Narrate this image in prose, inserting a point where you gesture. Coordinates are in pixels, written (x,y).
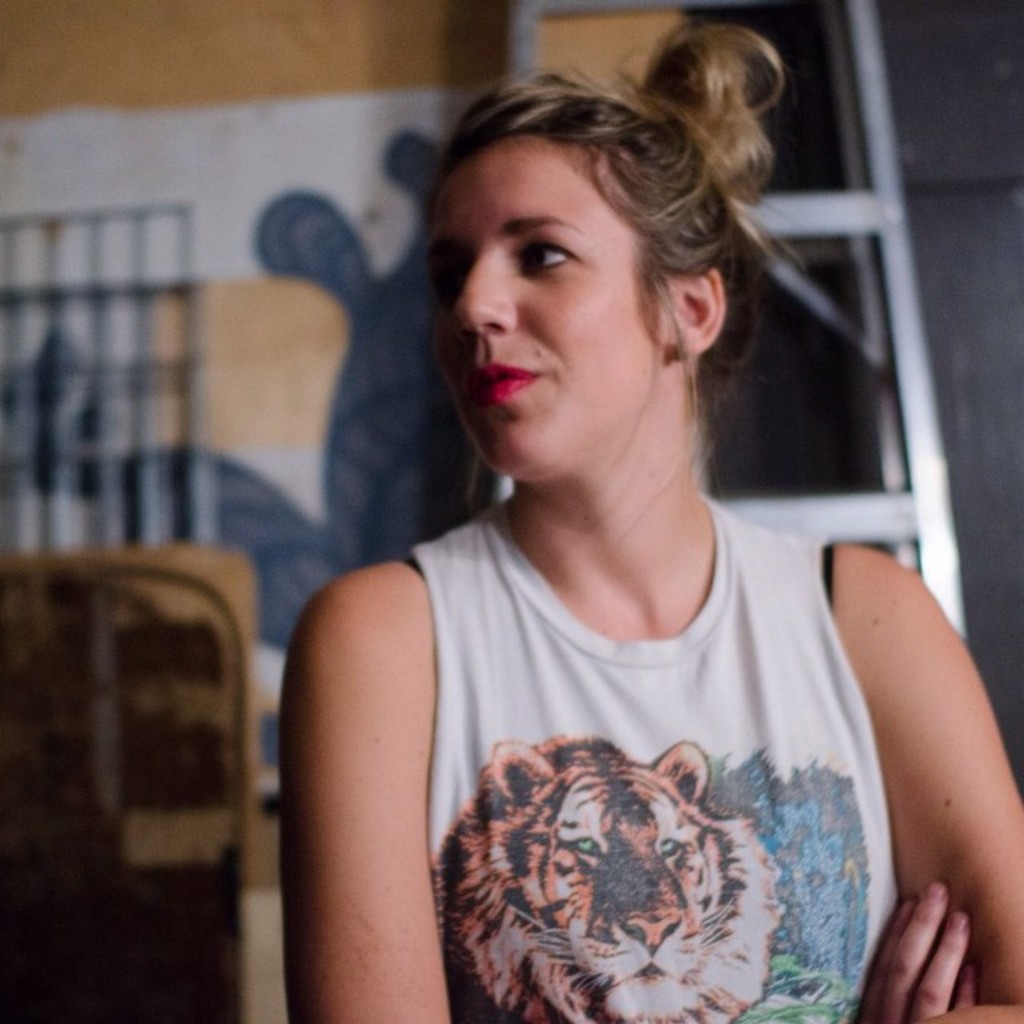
In this image I can see a woman (582,574) wearing white colored dress (673,697). I can see the blurry background (246,18) in which I can see the wall (263,82), a ladder (898,527) and few other objects (15,475).
